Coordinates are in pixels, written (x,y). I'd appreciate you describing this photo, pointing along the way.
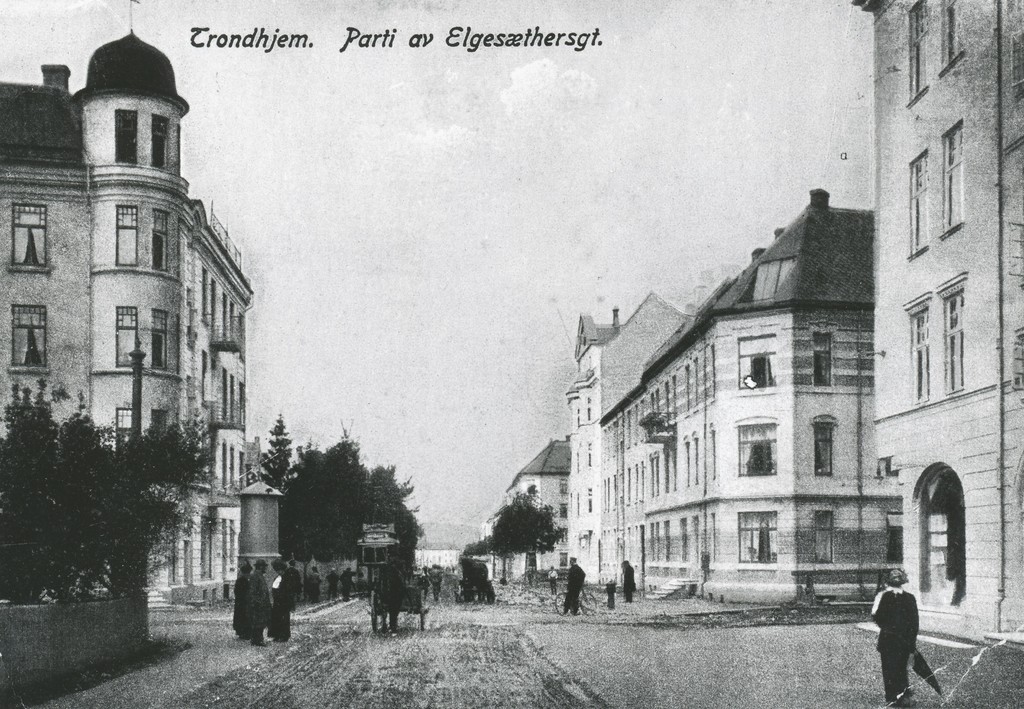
This picture is in black and white. In between the building (647,587) there is a road (308,669) in the center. On the road (498,620) there were people (280,637) roaming around. At the bottom right (897,650) there is a person (902,667) holding an umbrella (926,671). Towards the bottom left (126,587) there is a tree (130,540) and a wall (119,640). On the top (208,49) there is some text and a wall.
